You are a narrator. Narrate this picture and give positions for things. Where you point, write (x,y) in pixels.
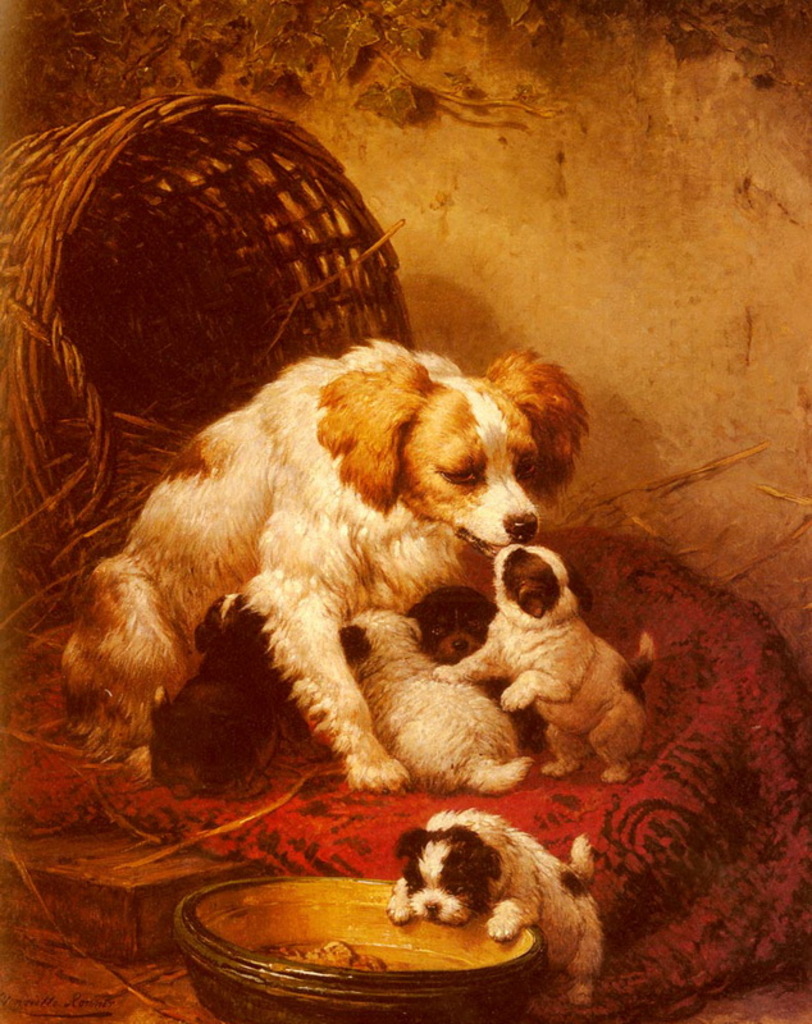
In this image there is a painting (438,784), in front of the painting (482,898) there is a puppy (442,906) looking into a bowl (374,919), behind the puppy (444,851) there is a dog (240,473), in front of the dog (240,473) there are three puppies (384,674) on the blanket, behind the dog (166,521) there is a wooden basket (78,286), behind the basket (377,293) there is a wall (521,163), on top of the wall (370,86) there are some leaves (102,49).
